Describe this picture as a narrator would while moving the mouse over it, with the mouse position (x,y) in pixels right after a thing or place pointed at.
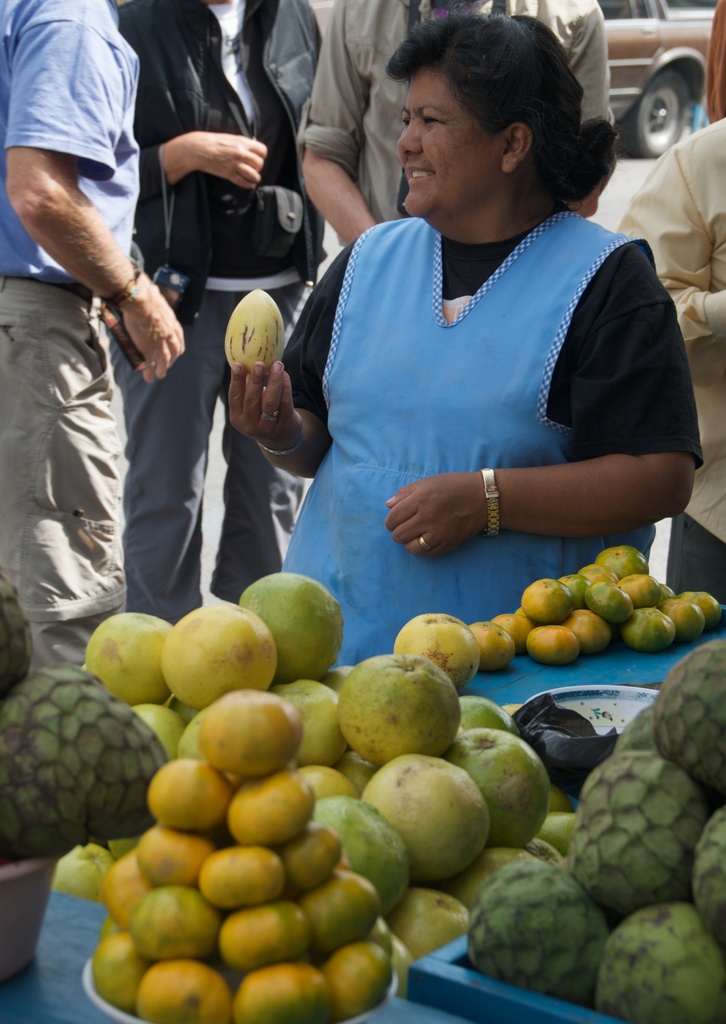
In this image we can see a person (313,378) holding a fruit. At the bottom of the image (356,838) there are some different types of fruits (405,779) on an object (540,1023). In the background of the image (348,217) there are some people (369,21) and a vehicle (666,71).
